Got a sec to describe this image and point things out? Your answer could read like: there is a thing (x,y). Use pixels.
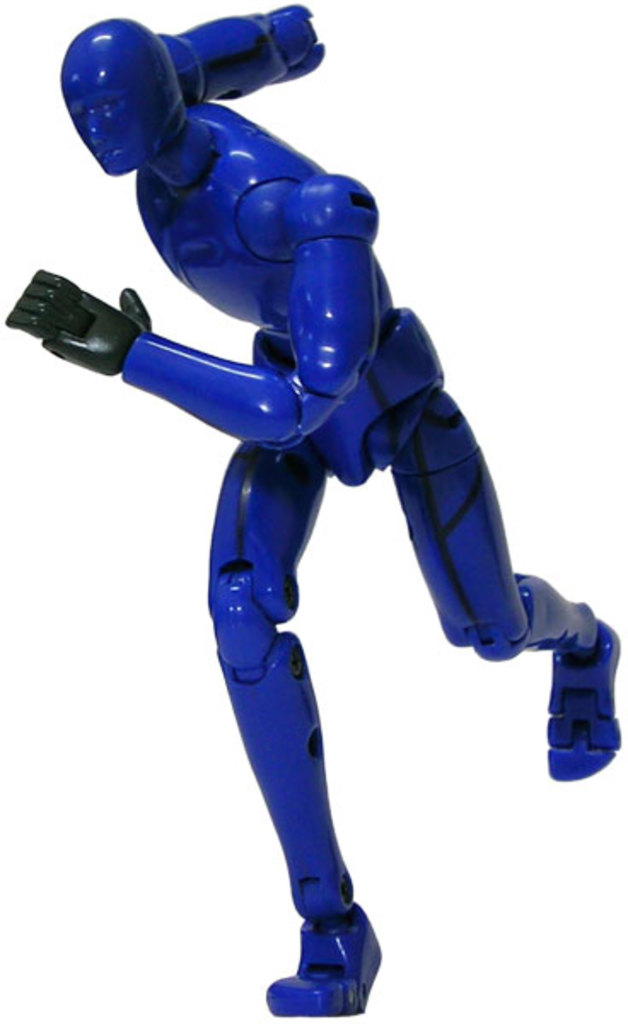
In this image I can see a blue color toy robot (268,449). The background (473,84) is in white color.
